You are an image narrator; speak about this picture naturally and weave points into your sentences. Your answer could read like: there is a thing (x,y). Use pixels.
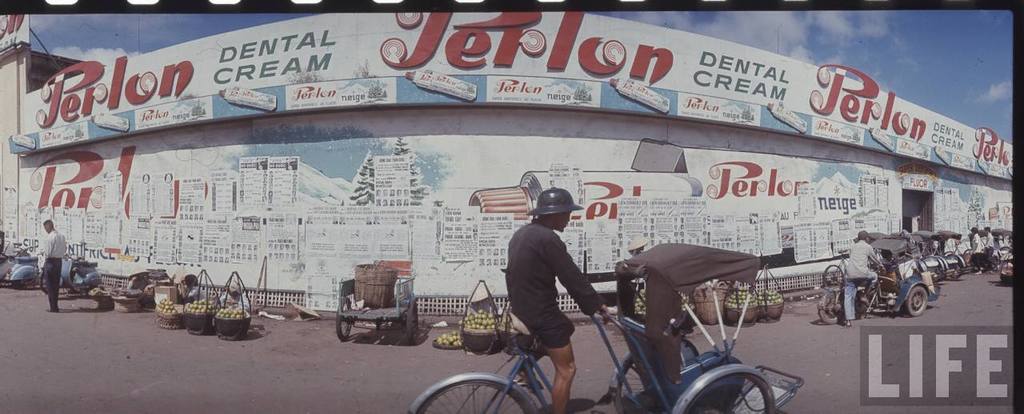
This image is taken on a road (759,361). This person (547,212) is riding a vehicle (706,399) is having hat (558,196). At the right side (887,271) corner there are few vehicles (909,269) and person (861,278) holding this vehicle (892,299). There are few baskets (704,310) on road (790,310) having some fruits (731,298) in it. There are few scooters (1,273) at the left side (40,267) corner there is a person (56,238) standing before scooters (29,273) and two persons (183,296) are sitting behind the baskets (212,318). There is a sky (933,39) at the background (921,34). There is a wall (576,141) at the background of the image (644,182).
